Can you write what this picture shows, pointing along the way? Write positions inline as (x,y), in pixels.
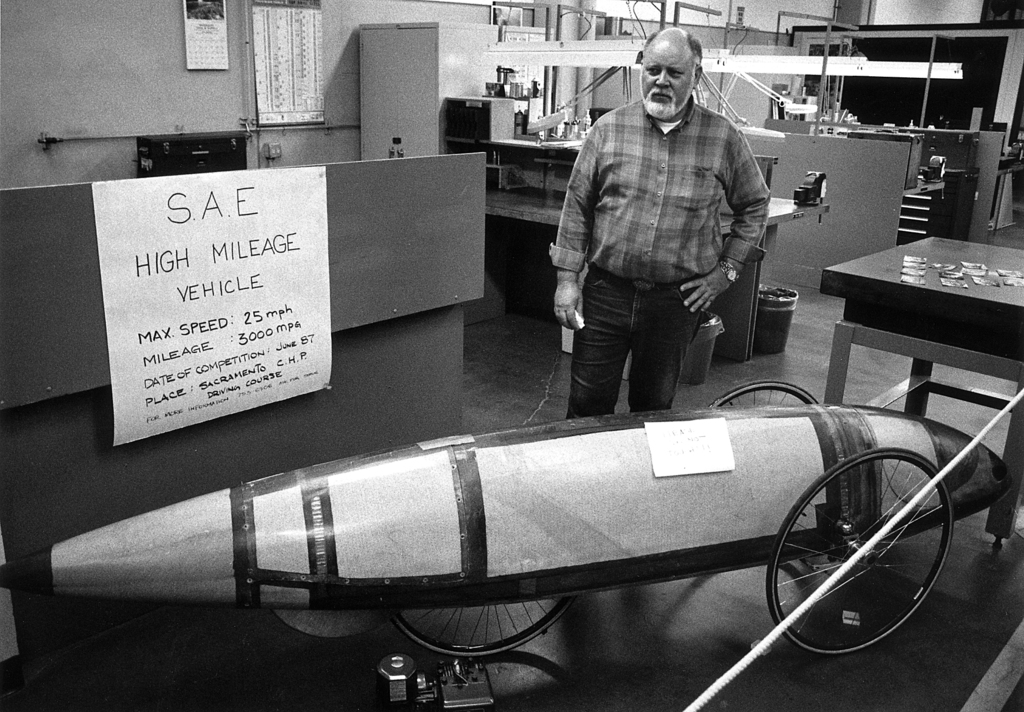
It is a picture where there is a vehicle (230,513) and beside the vehicle (786,416) there is a chart (326,286) and something is written on it beside it there is a man (574,298) standing in the background (306,34) there is a wall (235,42), a calendar (207,7) and some equipment (605,73).
